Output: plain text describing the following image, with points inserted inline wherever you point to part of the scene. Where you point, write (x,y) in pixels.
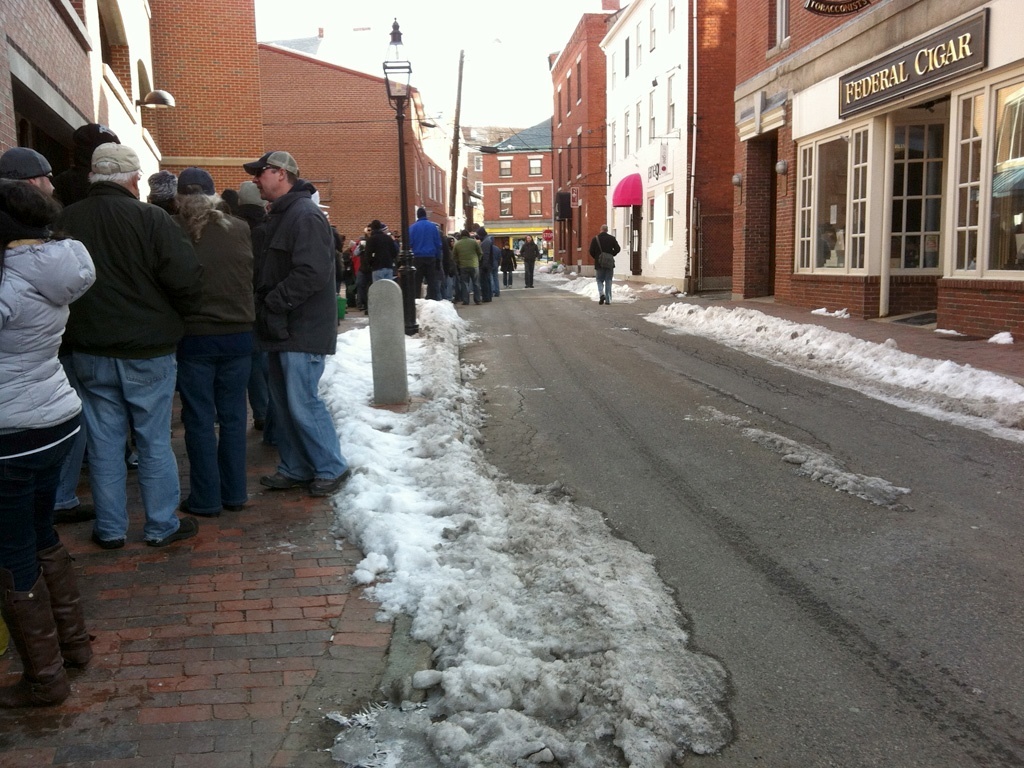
In this image I can see few person (255,300) wearing jackets (168,249) and jeans (300,378) are standing, some snow (387,419), a pole (385,398), a street light pole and few buildings (435,161). In the background (568,342) I can see the road (552,295), few persons (531,278) standing, few buildings (526,191) and the sky (516,89).
